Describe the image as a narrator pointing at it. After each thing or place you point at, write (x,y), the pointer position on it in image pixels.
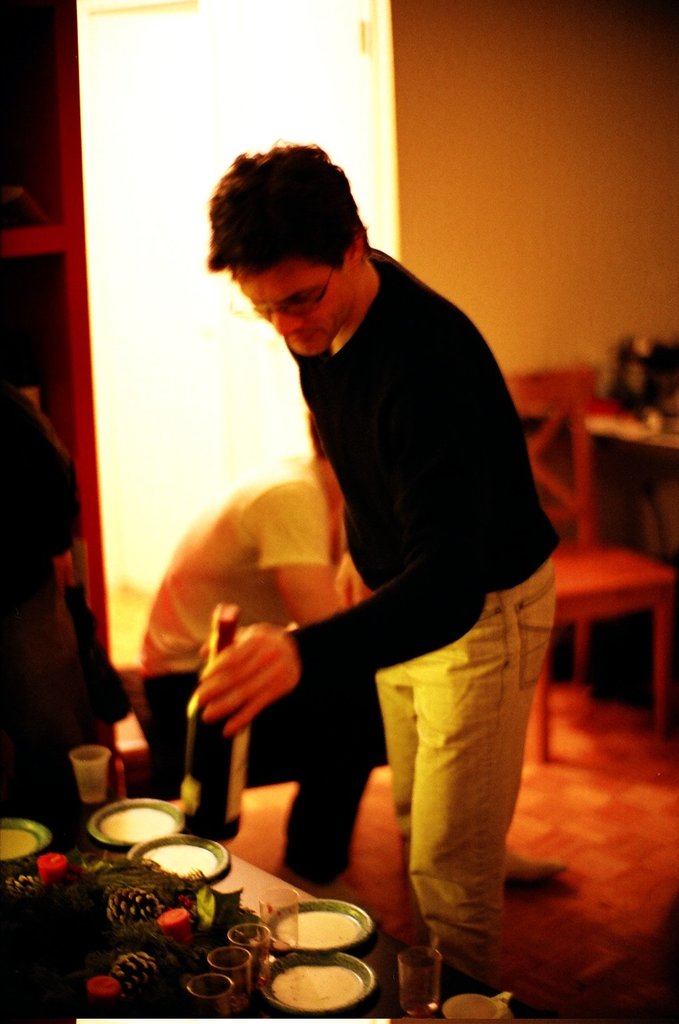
In this picture we can see a man (499,605) is standing and holding a bottle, on the left side (225,977) there are some glasses (246,1004) and other things (83,966), in the background (294,779) we can see another person (313,549) is sitting, on the right side (585,511) there is a chair (591,490) and a table (608,415), we can also see a wall (502,107) in the background (518,41).
